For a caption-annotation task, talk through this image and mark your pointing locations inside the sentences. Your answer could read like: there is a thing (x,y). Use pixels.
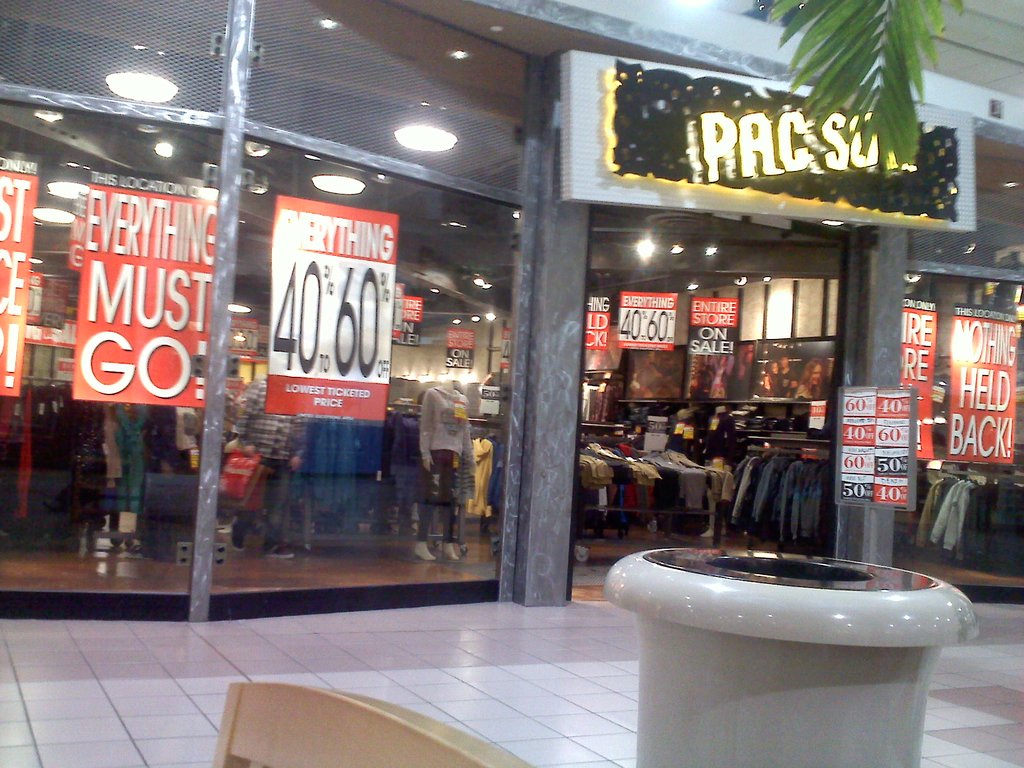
In this image I can see in the middle (350,452) it looks like a store (631,477), there are clothes (701,454) in it. On the right side (782,152) there is the name board (822,163) with lights (790,163). At the top (884,75) there are green leaves (911,63).
